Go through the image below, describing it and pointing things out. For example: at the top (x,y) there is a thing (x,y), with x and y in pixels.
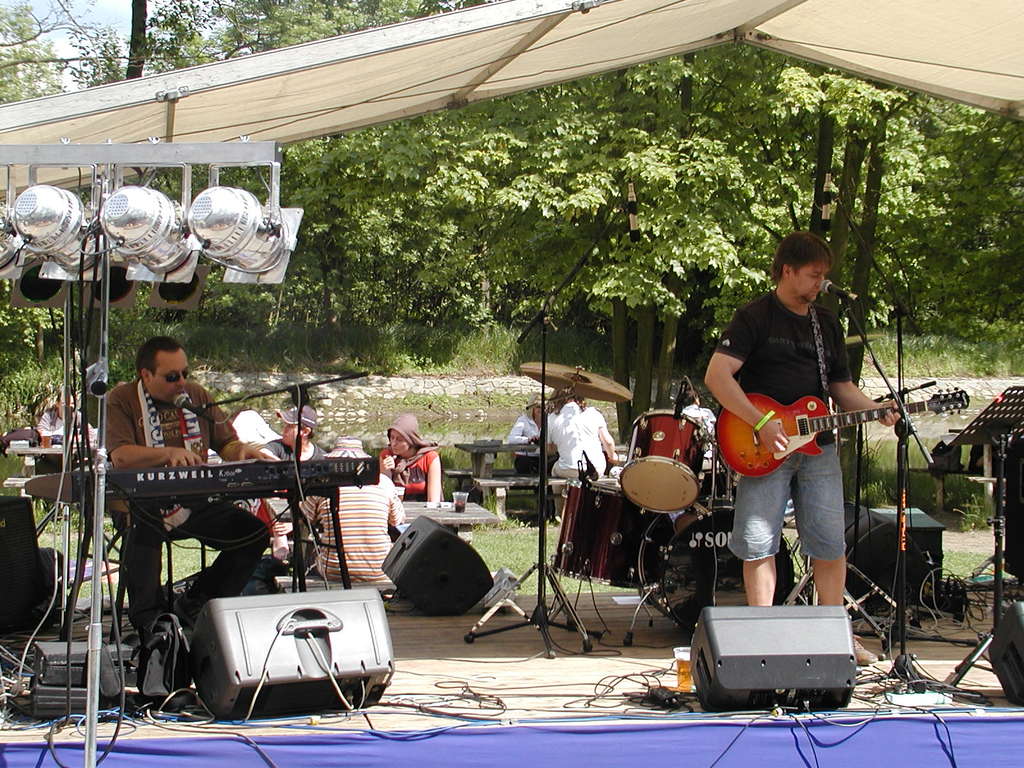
In this image, In the right side (841,568) there is a man (774,441) standing and he is holding a music instrument (795,440) which is in red color he is singing in the microphone (831,289) which is in black color, In the left side (178,465) there is a man (166,458) sitting and he is playing a piano (258,473) which is in black color, There are some lights (59,260) in white color, In the top (820,11) there is a white color shade (866,11), There are some green color plants (659,171) and trees (745,204).
